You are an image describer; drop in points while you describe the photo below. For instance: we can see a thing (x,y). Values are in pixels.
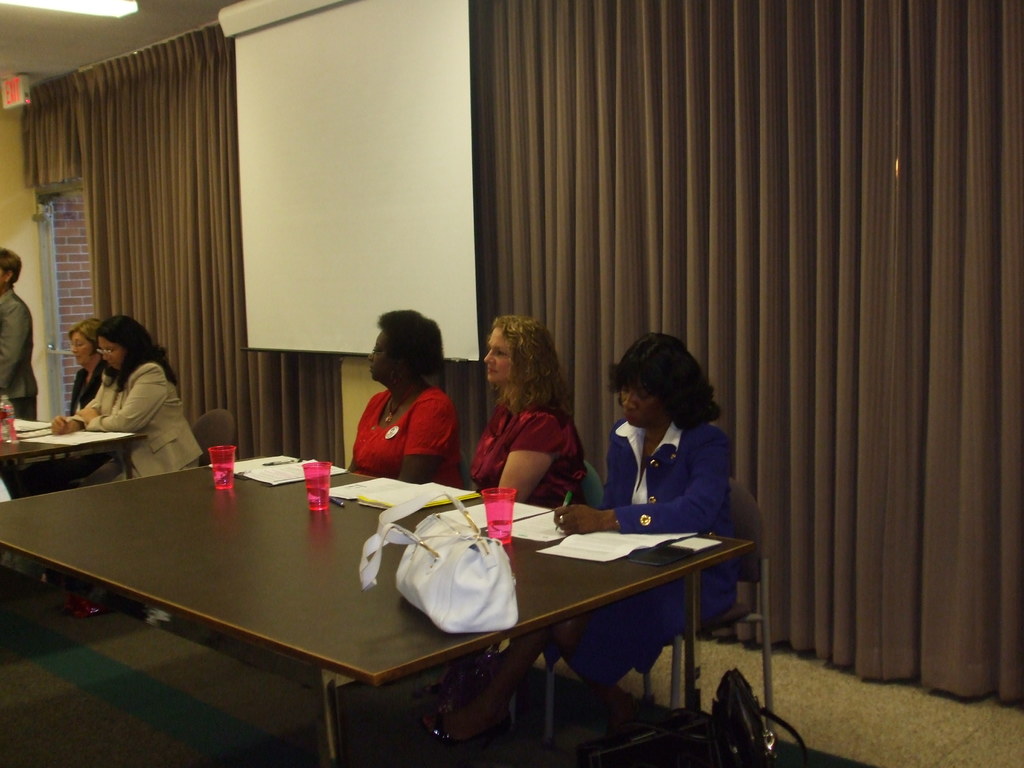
In this image there are three woman (451,442) who are sitting in a chair (741,505) and there is a table (235,590) in front of them. On the table (310,575) there are handbag (435,594), papers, cups (510,510). Beside these women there are another two woman (125,362) who are sitting in chair (201,420) and writing on the paper (39,438) which is kept on table (17,446). At the back side (441,267) there is a curtain (573,137) and a screen (306,152).
